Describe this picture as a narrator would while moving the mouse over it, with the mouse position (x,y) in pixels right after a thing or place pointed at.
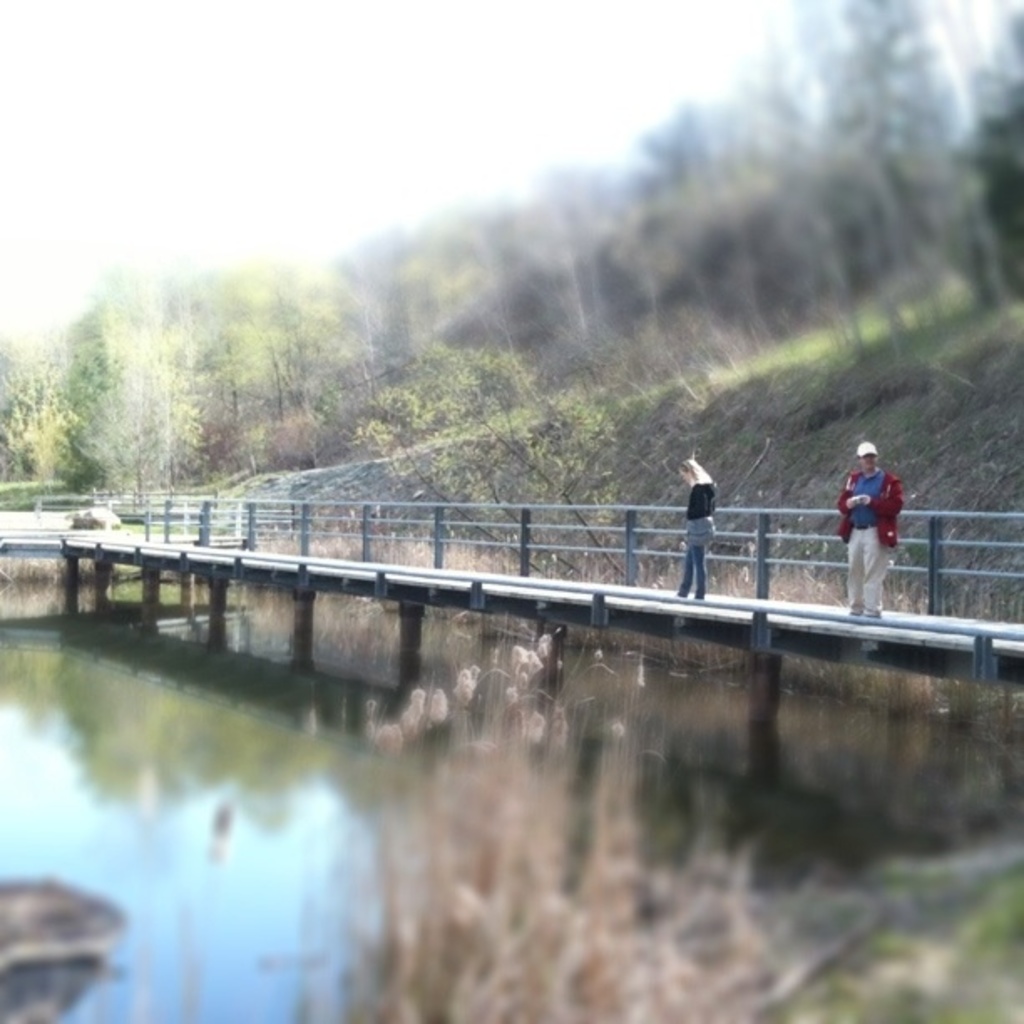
In this image we can see water (643,651), plants (454,550), two persons (701,534) are standing on a bridge (558,633) and railing (444,525). In the background (421,380) the image is blur but we can see trees (610,374) and the sky (372,102).
